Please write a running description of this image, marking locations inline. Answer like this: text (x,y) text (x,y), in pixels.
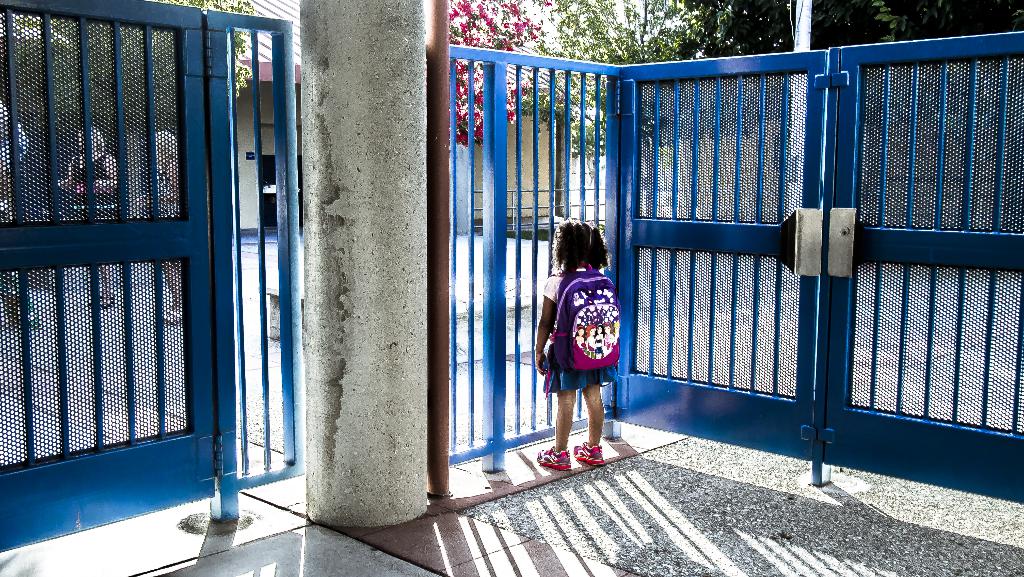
In this picture I can see few people (90,284) are standing on the other side of the fence (109,265) and I can see a girl (599,376) and she is wearing a bag (558,358) and standing inside the fence (660,419) and I can see trees (564,52) and a building (267,43) in the back (506,34).
